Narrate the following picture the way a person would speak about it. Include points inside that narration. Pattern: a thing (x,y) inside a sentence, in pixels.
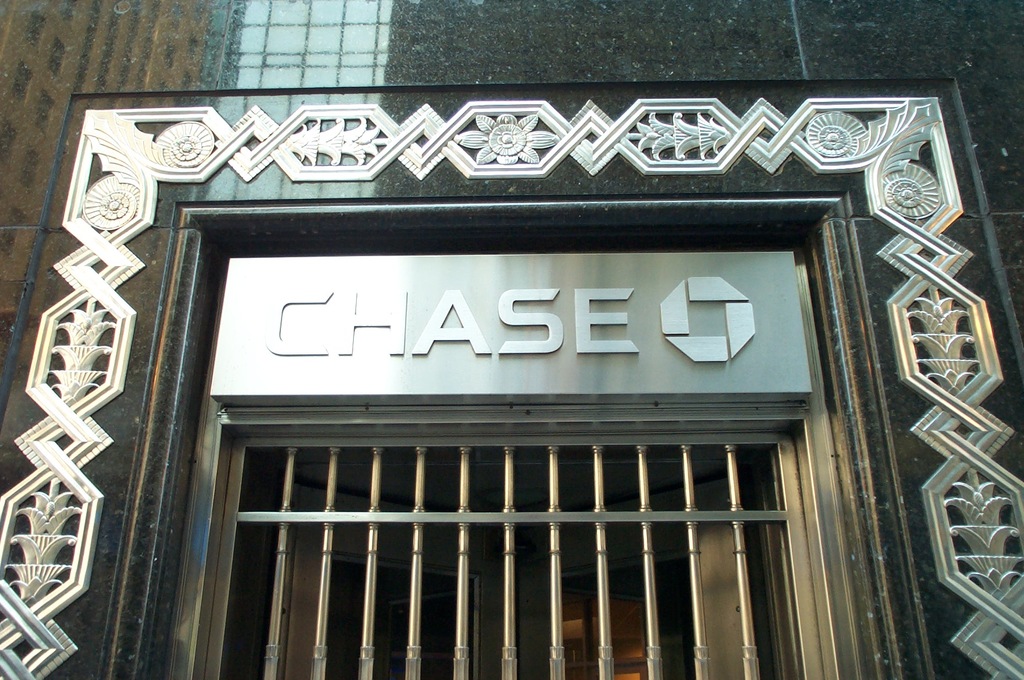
This is a front view of a building (189,259) where we can see a board (546,360) and grille (749,670).
